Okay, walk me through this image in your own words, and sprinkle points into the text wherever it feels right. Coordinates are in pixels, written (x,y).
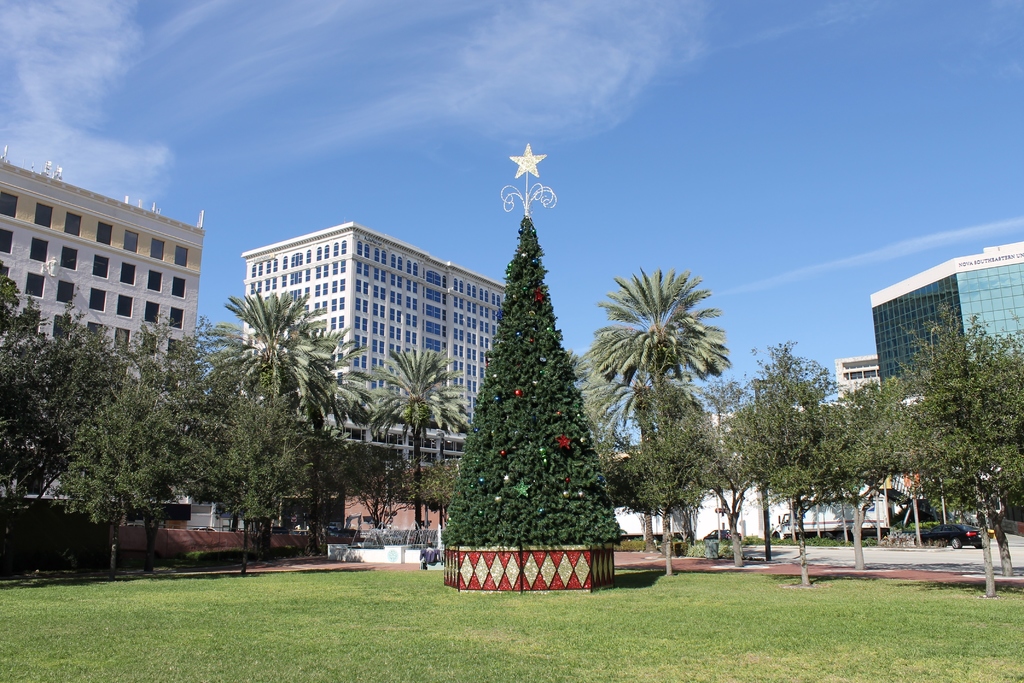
In this picture we can see some grass (457,610) on the ground (373,634). There are a few decorative items (500,320) on a tree (504,357). We can see a few trees (413,446) from left to right. There are some buildings (860,363) visible in the background (1006,333). Sky (480,95) is blue in color.
